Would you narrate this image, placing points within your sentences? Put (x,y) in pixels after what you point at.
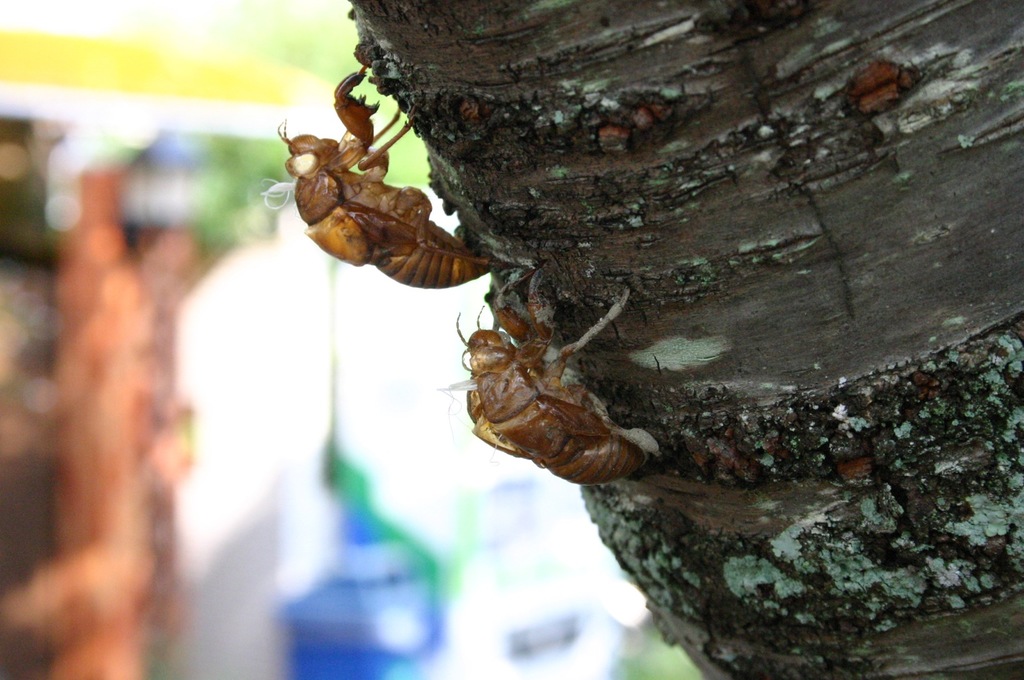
In the image there are two cicada shells (386,238) standing on a tree trunk (891,276) and the background (366,516) is blurry.
